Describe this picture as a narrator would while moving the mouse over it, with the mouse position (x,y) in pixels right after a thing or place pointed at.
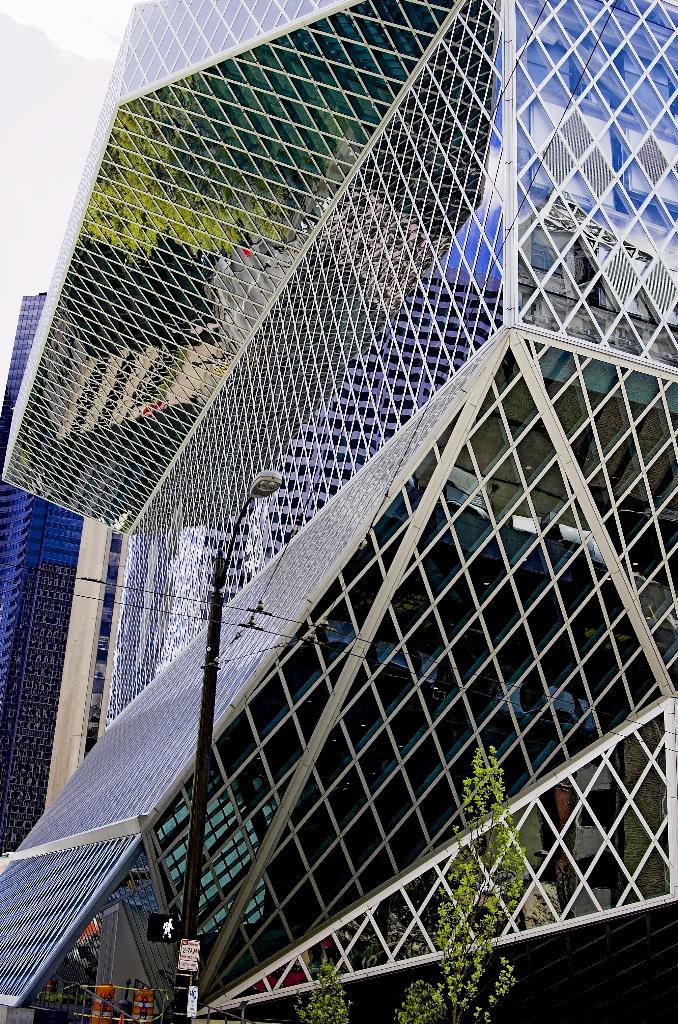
In the center of the image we can see a pole (205,708) and light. In the background of the image (360,532) we can see the buildings (321,569), grilles (42,921). At the bottom of the image (461,892) we can see the wall (524,974), trees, boards (192,992), signboard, traffic cones (112,996). In the top left corner (40,35) we can see the sky (67,129).
